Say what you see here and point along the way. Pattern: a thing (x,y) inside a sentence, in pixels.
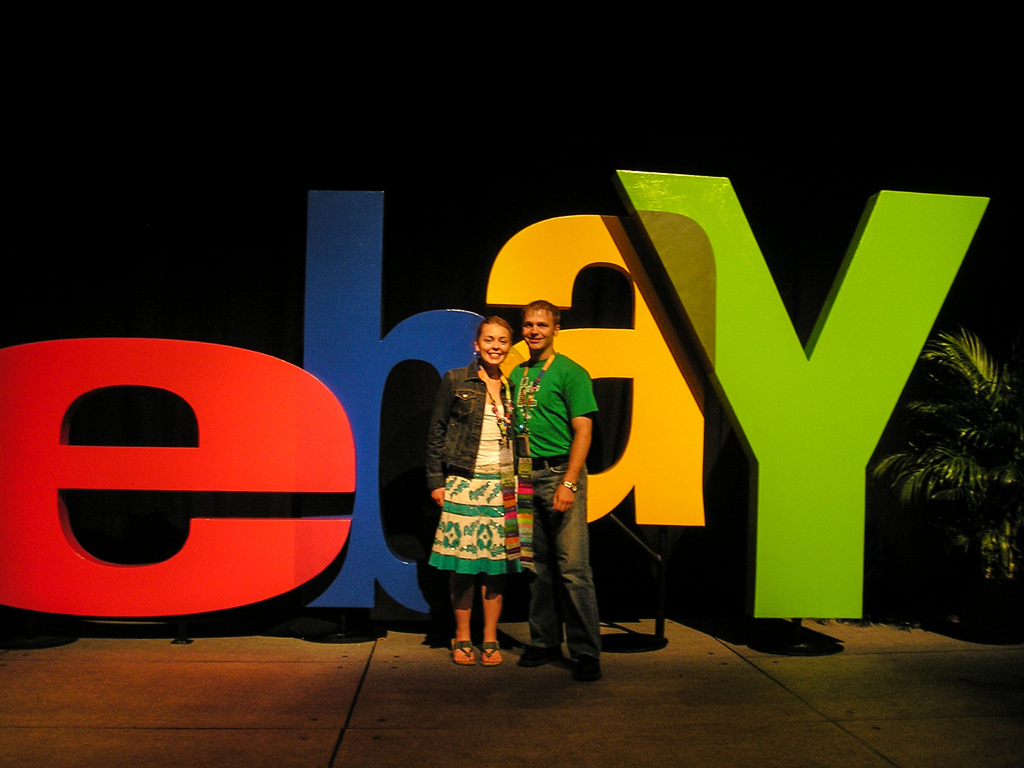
In this image I can see a man (578,494) is standing, he wore green color t-shirt (549,413), beside him a woman (479,463) is also standing, she wore coat (466,440). Behind them there is the name ebay (647,377). On the right side (959,472) there are plants (977,448).
